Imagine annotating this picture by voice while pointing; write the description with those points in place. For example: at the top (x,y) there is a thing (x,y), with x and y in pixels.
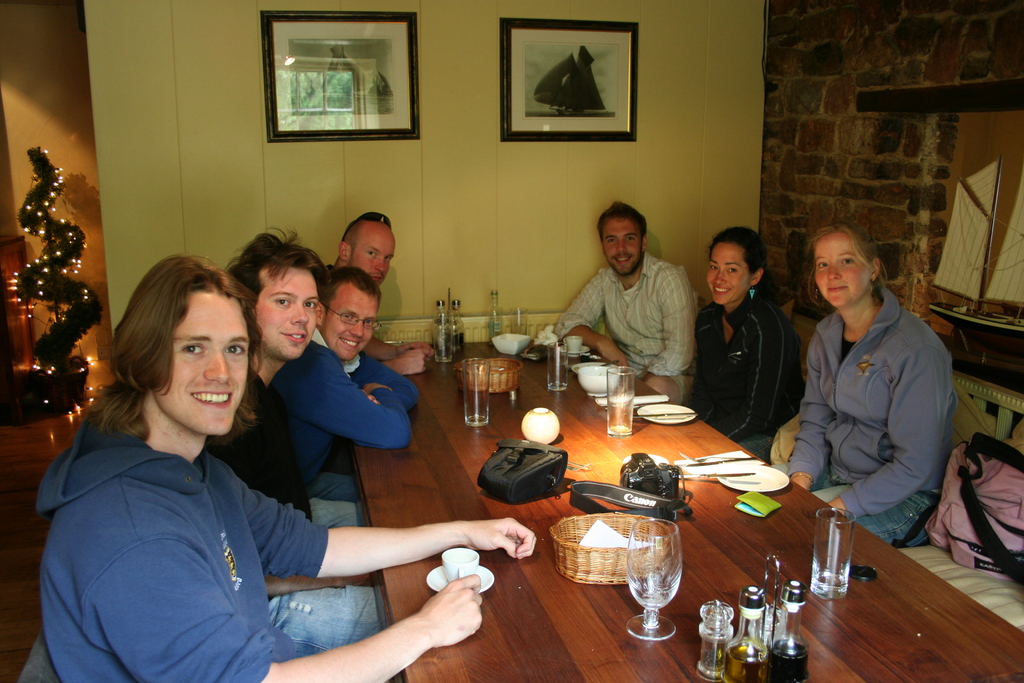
Here we can see a group of people (218,451) sitting on benches (954,576) with table (549,501) in front of them having glasses (550,380) and plates (656,457) and many other things (562,467) present on it and behind them on the wall (250,109) we can see portraits (522,84) present and at the left side (69,364) we can see a tree (68,346) decorated with lights (89,388).
